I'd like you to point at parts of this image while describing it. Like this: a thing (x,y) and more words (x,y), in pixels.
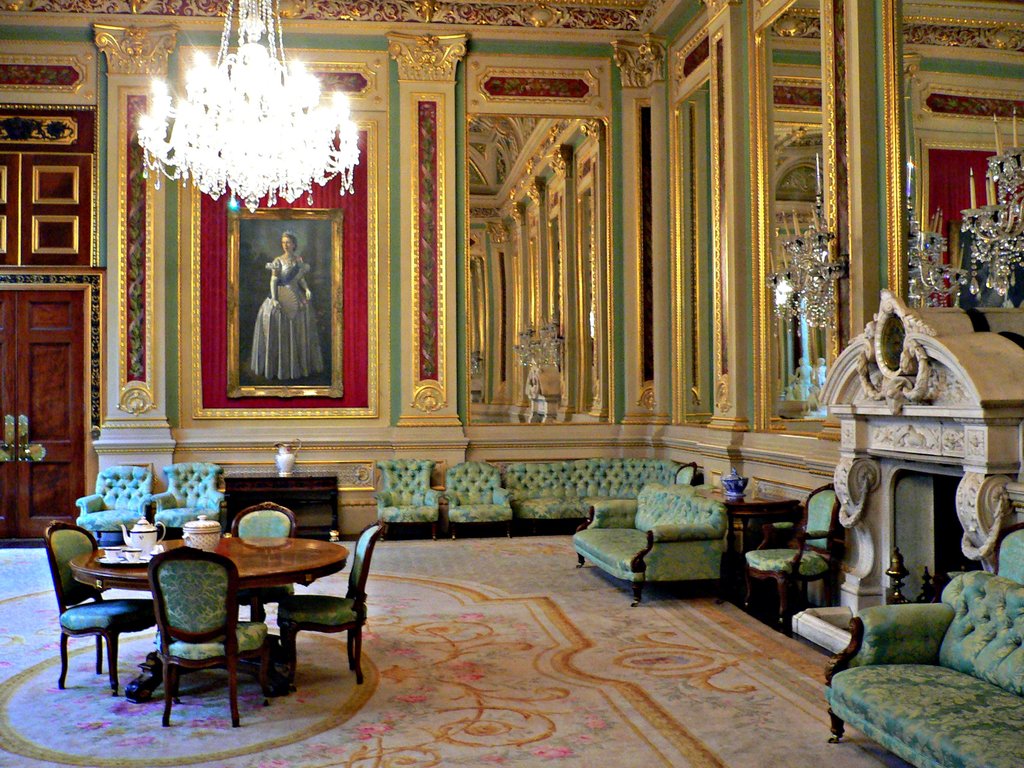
In this picture we can see a room (801,562) with sofas (554,501), chairs (417,510), table (91,568) and on table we have tea pot (134,543), cup (138,552), saucer (129,560) and in background (63,325) we can see door (60,319), wall (212,261) with photo frames (317,263), chandelier (277,136), fire place (920,536), mirrors (792,213).
